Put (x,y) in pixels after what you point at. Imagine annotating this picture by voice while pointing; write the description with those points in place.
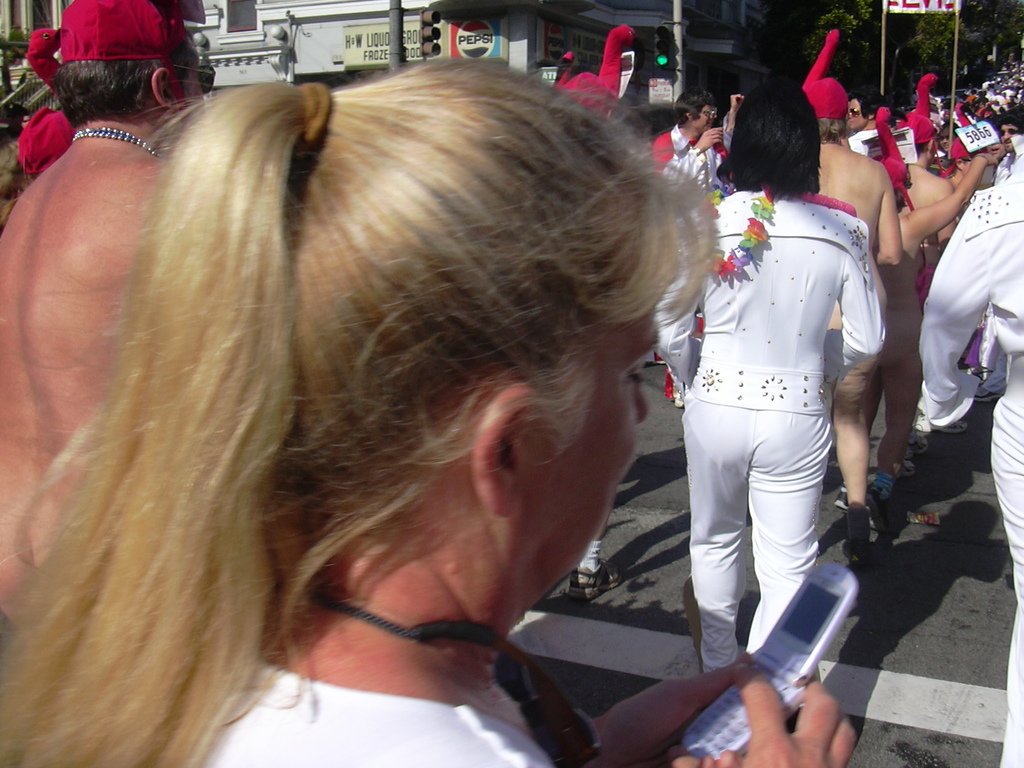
In the background (818,33) we can see trees (944,36) and traffic signals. We can see people (353,399) on the road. We can see a woman (509,318) is holding a mobile (807,651) in her hand (767,721).
